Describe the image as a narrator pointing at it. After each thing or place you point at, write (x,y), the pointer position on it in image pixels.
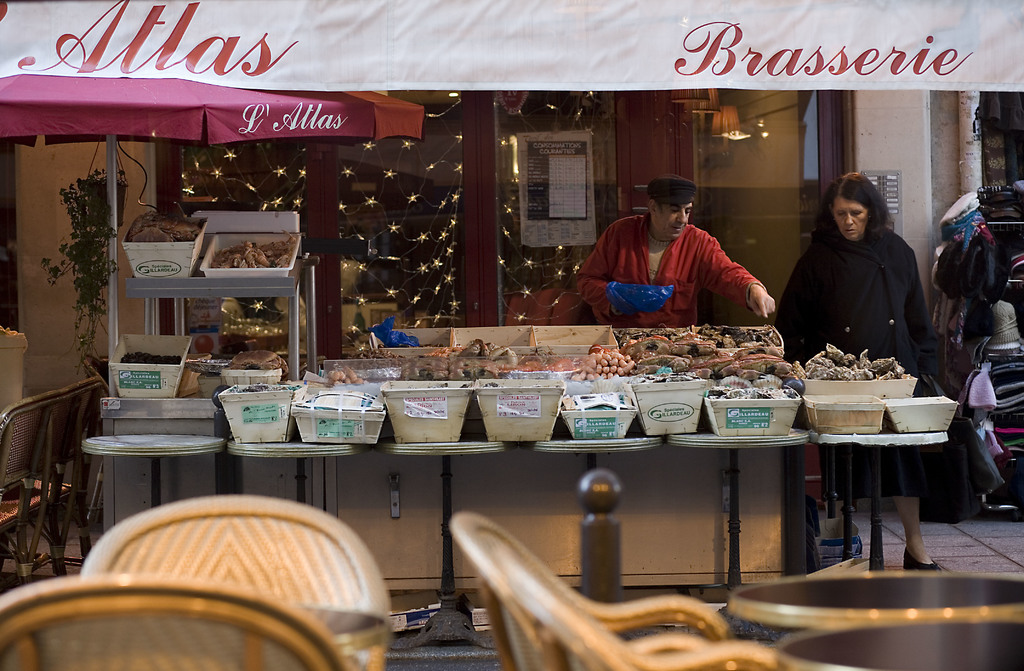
In this picture we can see chairs (500,606) at the bottom (207,575), there are some tables (705,447) in the middle (608,447), we can see some trays (721,400) on the table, on the left side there is an umbrella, in the background (755,218) there are glasses (378,225), lights (439,219), a banner (706,76) and two persons (825,236), there are some things (838,376) present on these trays (498,378).
